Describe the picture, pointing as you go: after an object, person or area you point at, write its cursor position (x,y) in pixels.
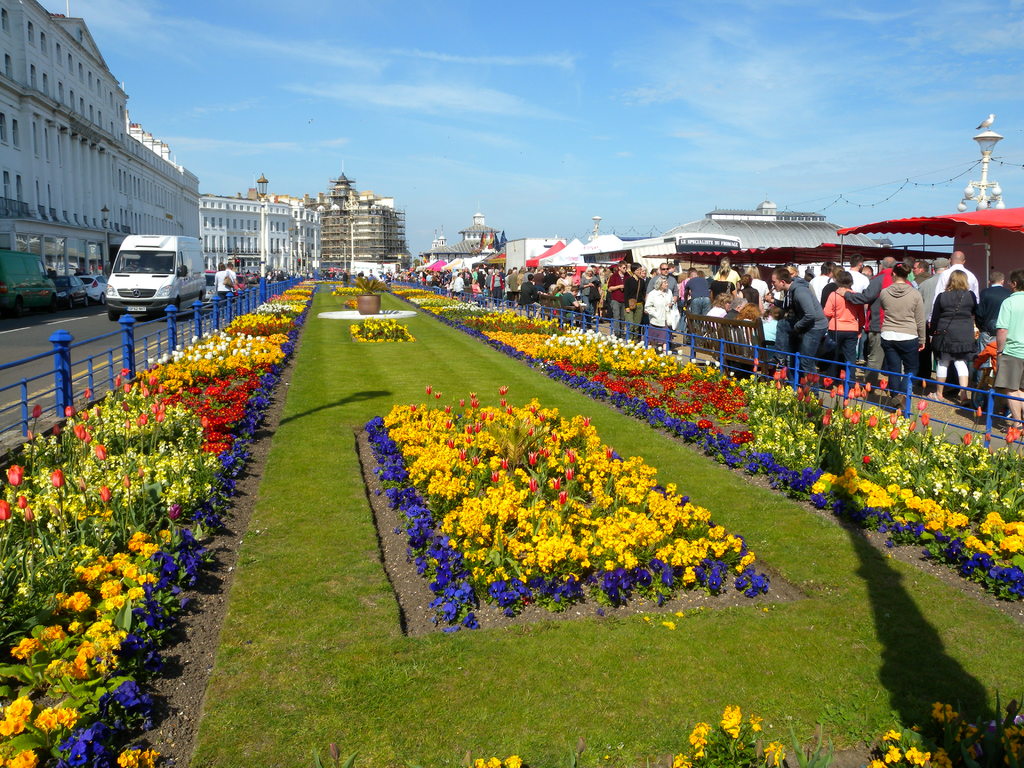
In this image, we can see some flowers (658,531) and there are some people (813,325) standing, there is a white color van (181,270) on the road (33,317), we can see some buildings (242,214), at the top (448,189) there is a blue sky (501,89).
